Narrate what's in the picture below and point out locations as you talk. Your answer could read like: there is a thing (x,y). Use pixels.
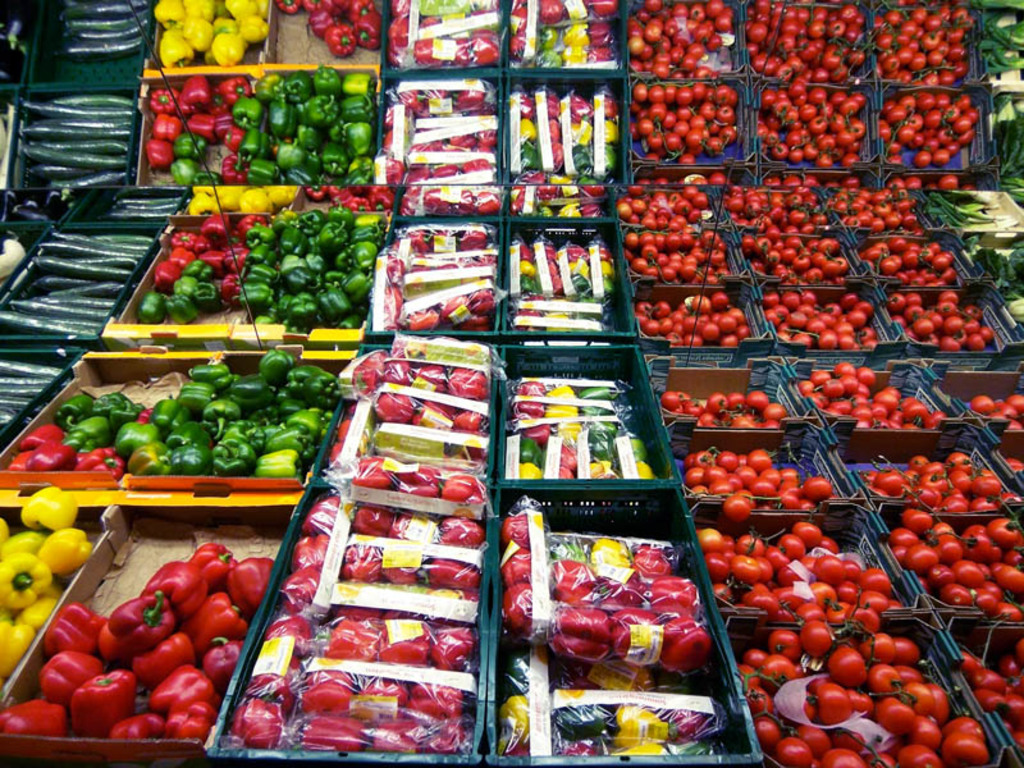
In this image, we can see baskets (903,447) contains some vegetables (542,172).
